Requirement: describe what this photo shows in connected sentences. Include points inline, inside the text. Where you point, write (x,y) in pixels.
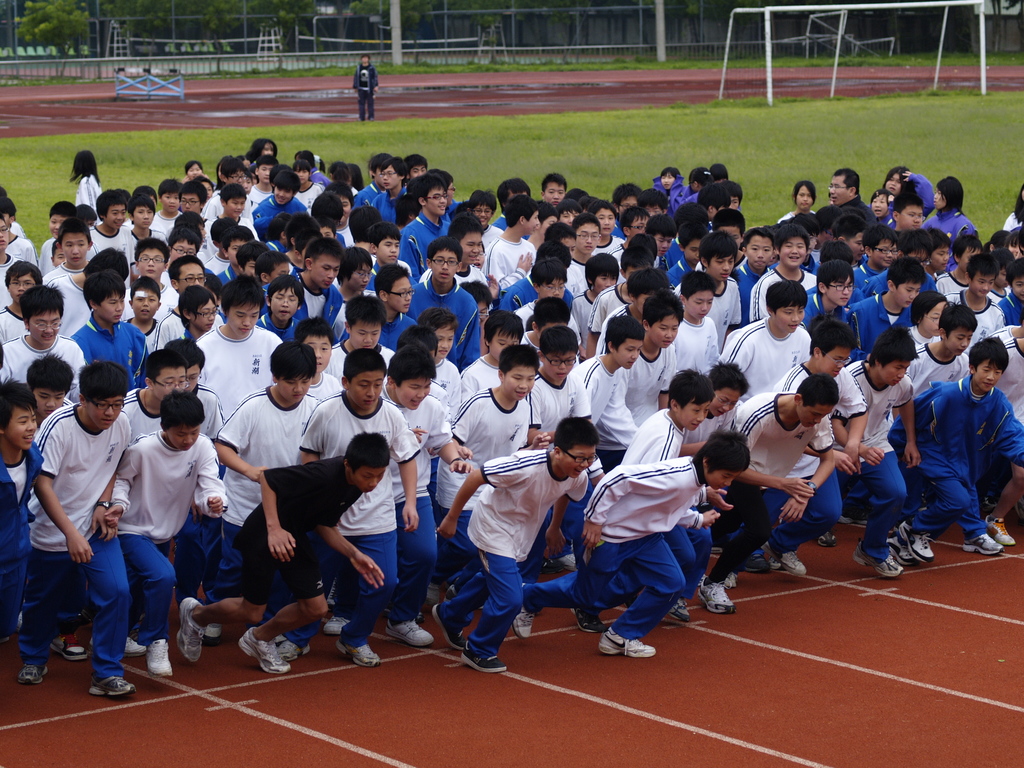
In the center of the image (398,407) we can see people (517,436) running. In the background (201,34) there are rods (262,45), fence (245,60) and trees (78,14).
